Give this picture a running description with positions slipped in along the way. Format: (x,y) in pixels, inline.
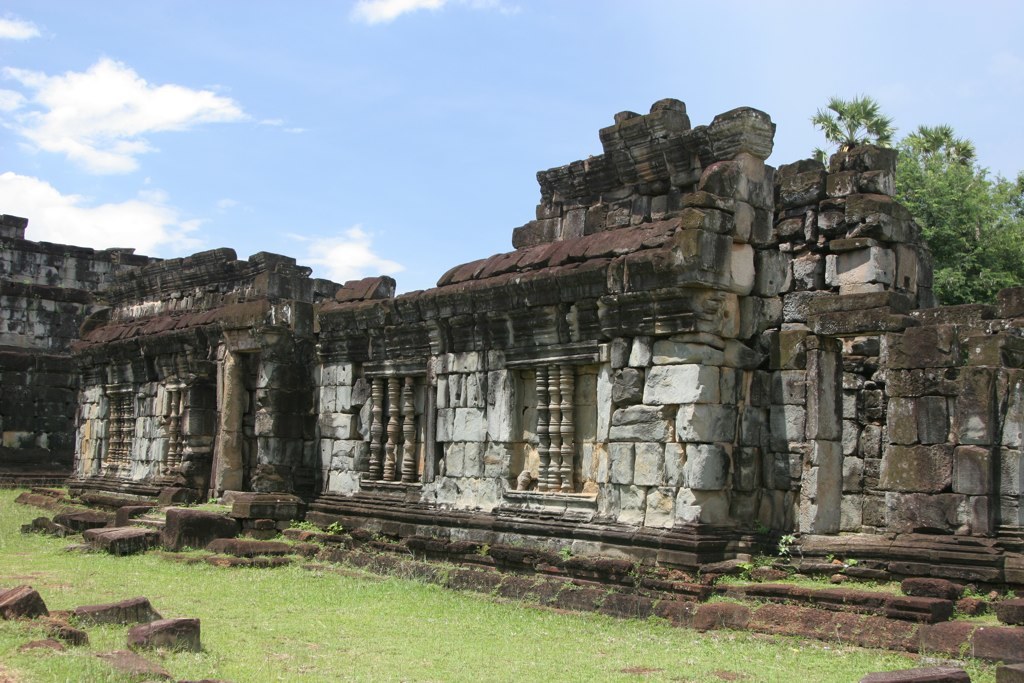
This image consists of a fort (320,366). In the front (825,364), there is a wall (745,412) made up of rocks (664,373). At the bottom (323,645), there is green grass (381,598) on the ground (489,667). On the right (975,236), there are trees (970,226). At the top (120,101), there are clouds (120,101) in the sky (131,141).
